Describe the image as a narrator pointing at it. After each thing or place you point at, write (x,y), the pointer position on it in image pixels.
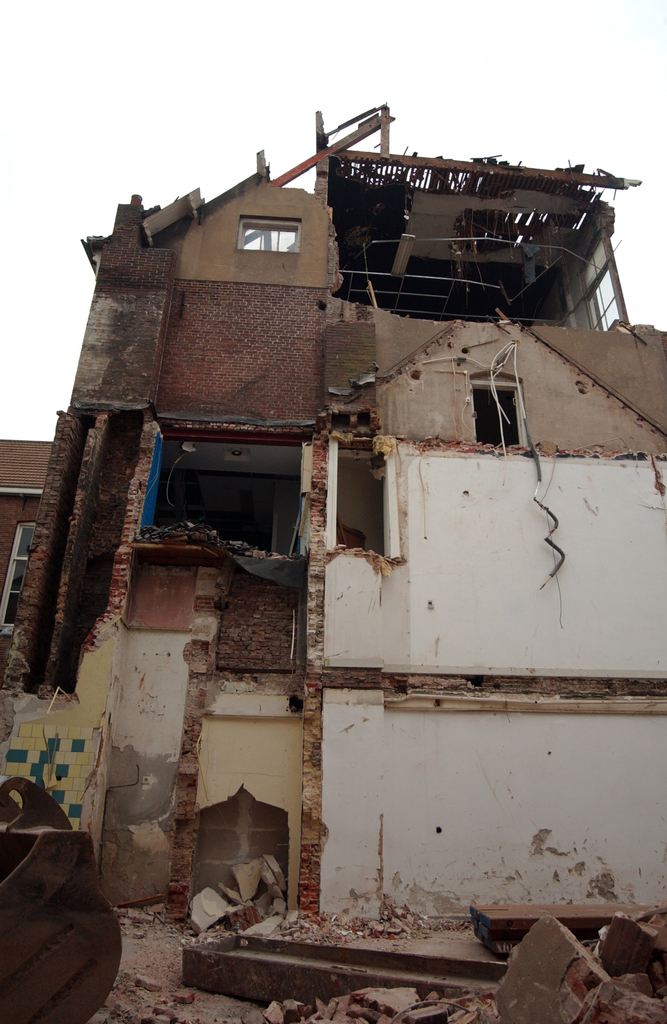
In the picture we can see a building (430,639) which is collapsed and top of the picture (217,41) there is clear sky (162,199).
